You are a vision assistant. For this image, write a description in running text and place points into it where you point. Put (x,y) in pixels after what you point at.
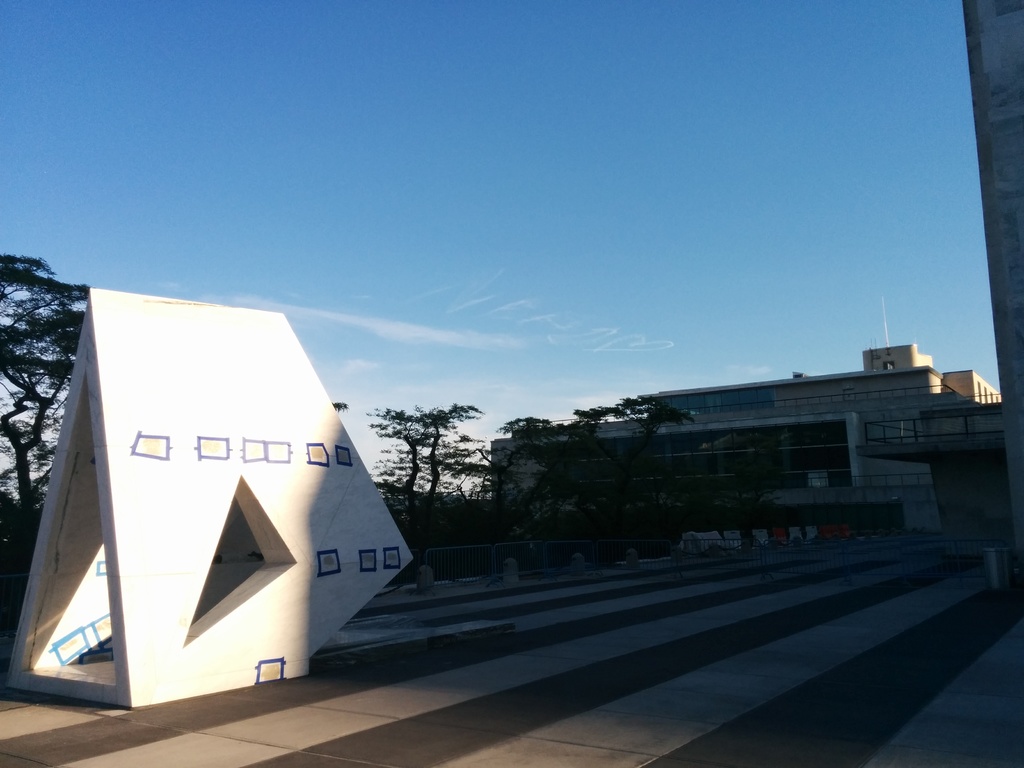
In this image we can see trees (472,500), sculpture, building (689,470), sky (618,246) and clouds (441,340).
